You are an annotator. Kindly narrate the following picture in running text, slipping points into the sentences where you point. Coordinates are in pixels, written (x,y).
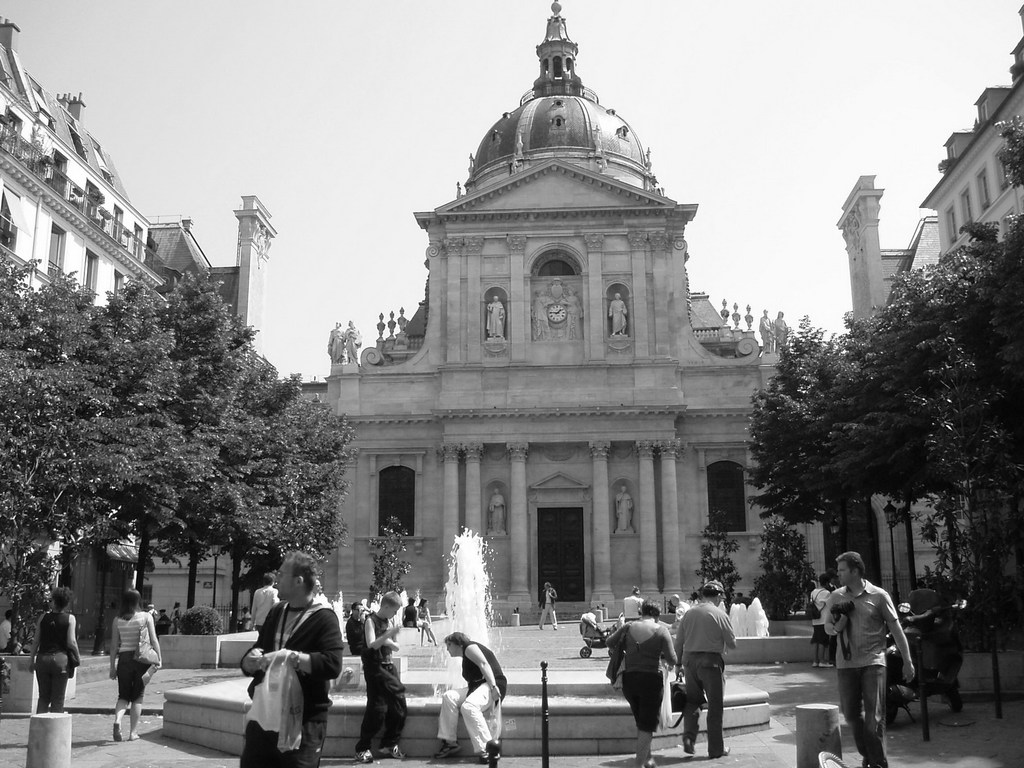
In this image there are buildings (357,373), in front of the building (573,596) there is a fountain (456,564) and there are a few people (253,761) standing and walking, a few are sitting. On the right (874,490) and left side of the image (95,525) there are trees (100,535). In the background (353,169) there is the sky (356,154).
